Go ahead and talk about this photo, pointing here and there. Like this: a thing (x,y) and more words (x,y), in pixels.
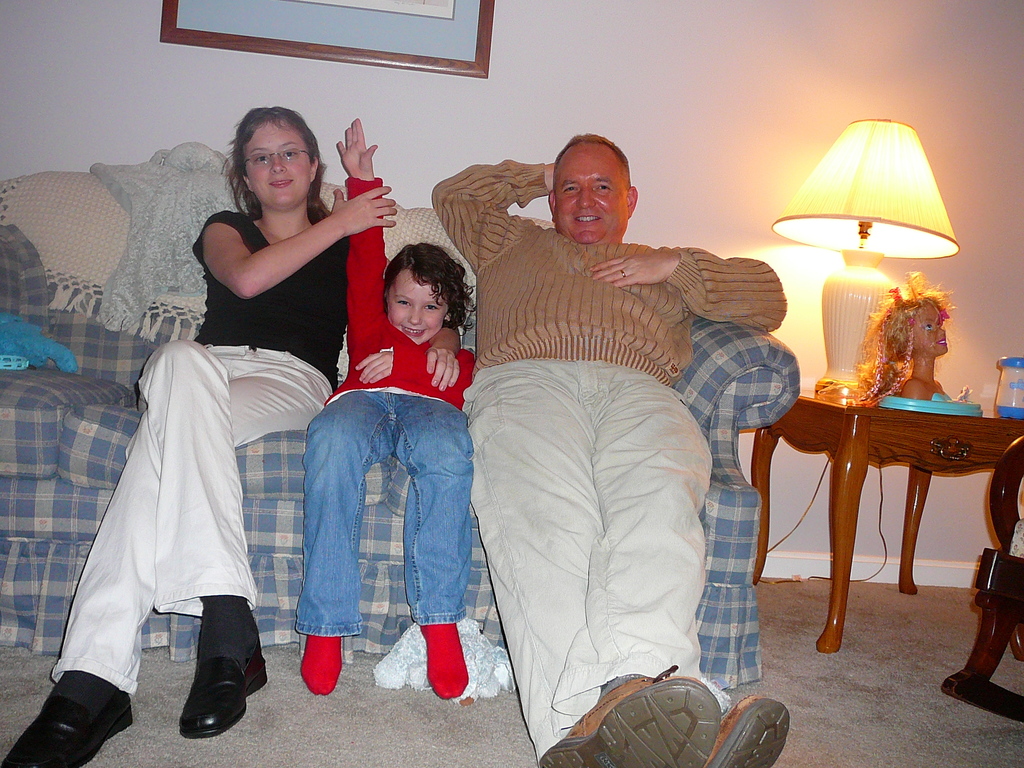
In this image there are three persons (324,304) sitting on the blue and white colored sofa (69,442). The left corner woman (229,308) is wearing a black t shirt (244,307) and a white jeans (177,451) with black shoes (225,695) on and in the middle (390,367) there is a kid (393,359) having a red shirt (380,318) and blue jeans (330,511) and red socks (324,656) on and in the right corner of the picture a man (565,322) who is wearing a brown colored sweater (558,292) and white pant (535,490) with brown shoes (651,704) on. In the back ground (511,97) there is a wall (520,73) and a wall frame (407,32) hanging on the wall (557,34) and in the right corner (865,425) there is a corner table (879,431), on corner table (885,420) there is a lamp (866,269) and a toy (908,349) and beside the corner table (955,459) there is a small chair (996,570) and there is beautiful carpet (865,693) on the floor (865,690).
